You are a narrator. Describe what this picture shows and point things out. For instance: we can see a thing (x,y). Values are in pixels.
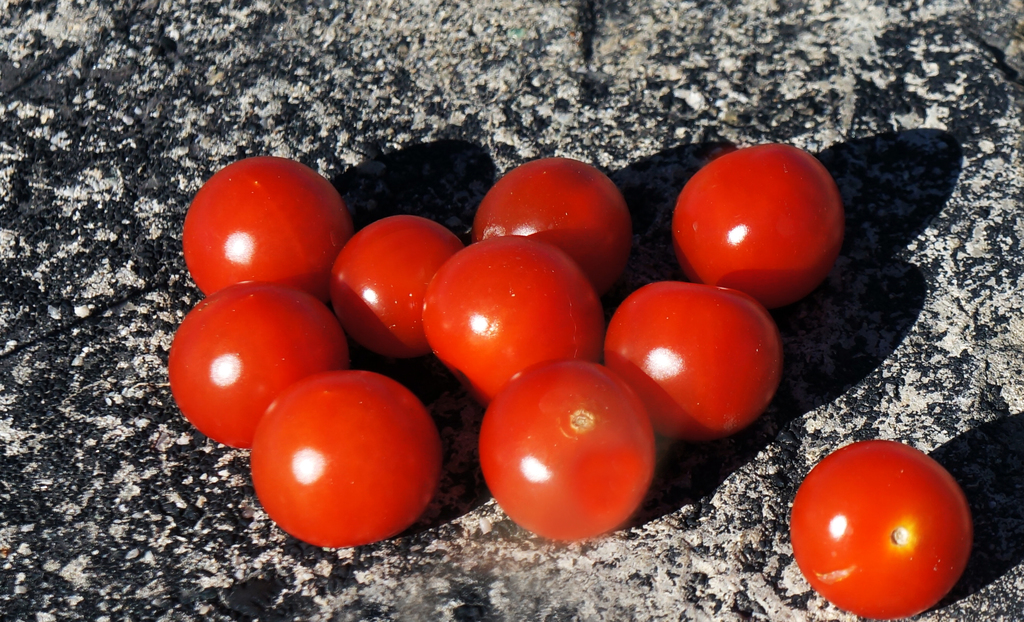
In this image I can see there are tomatoes (619,206) in red color.
